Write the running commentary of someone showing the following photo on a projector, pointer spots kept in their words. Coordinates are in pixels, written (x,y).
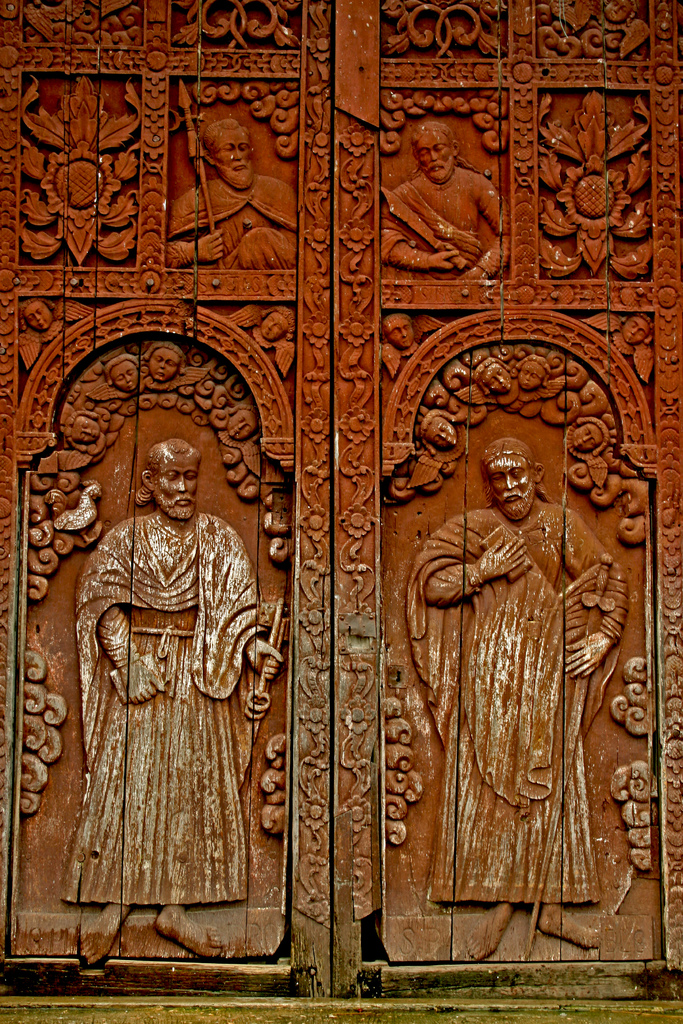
In this picture I can see a door (344,344) and I can see carving (187,275) on the door (200,599).
